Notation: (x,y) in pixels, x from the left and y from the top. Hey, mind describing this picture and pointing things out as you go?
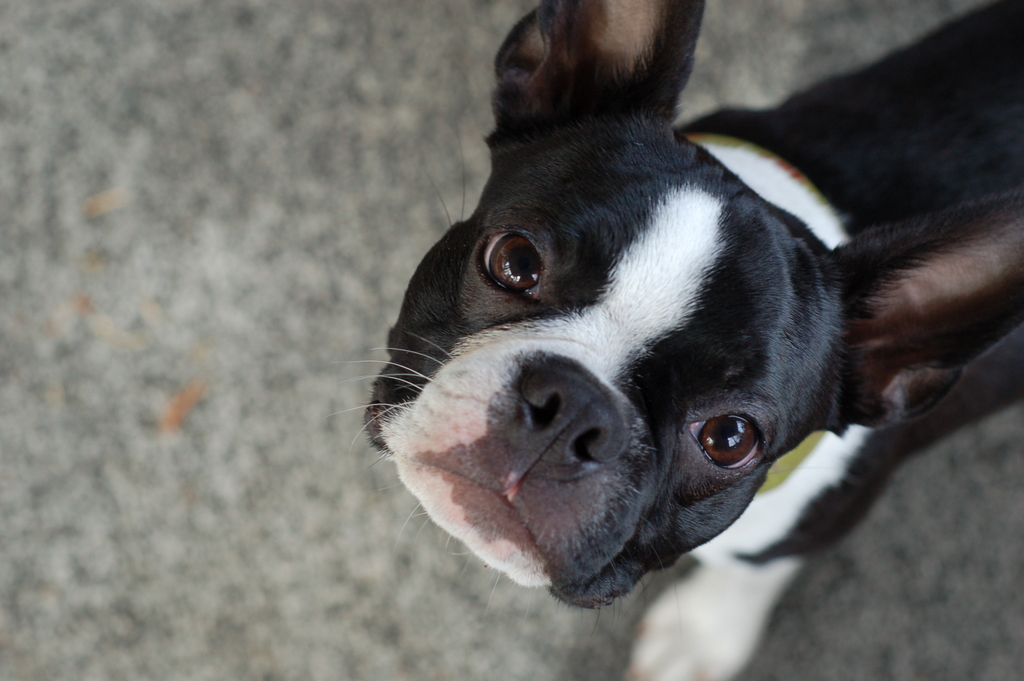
In this image I can see the dog (656,456) which is in white, black and brown color. It is standing on the surface (204,543) which is in ash color.
